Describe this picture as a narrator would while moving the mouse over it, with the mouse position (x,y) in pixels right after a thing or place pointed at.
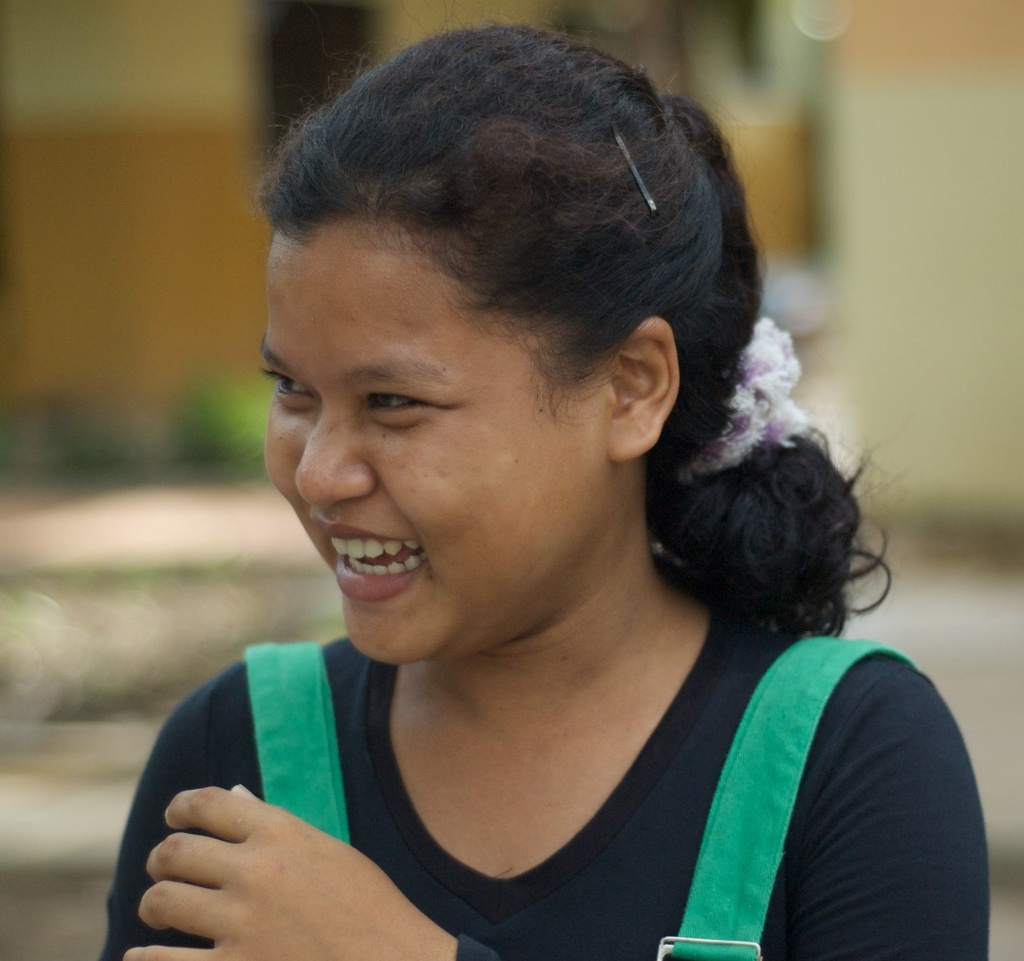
In this picture, we can see a lady (712,427) laughing, and we can see the blurred background (959,420).
